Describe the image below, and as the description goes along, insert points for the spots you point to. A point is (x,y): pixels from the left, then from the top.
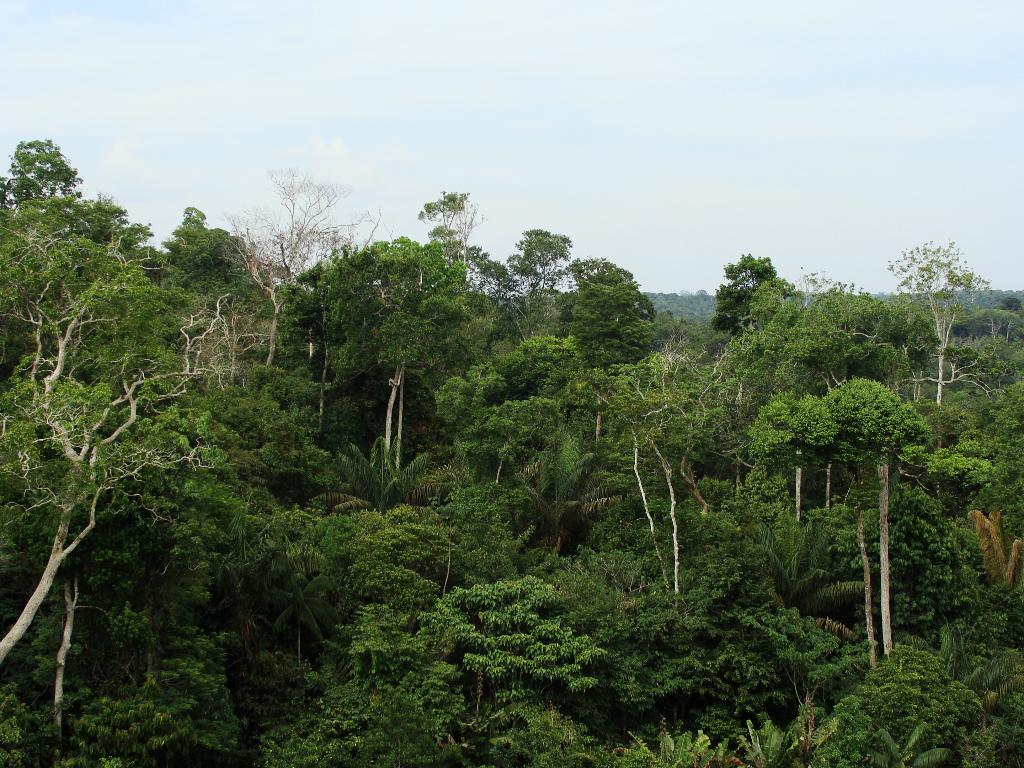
In this image, we can see trees (154,480). At the top (427,193), there is sky (326,122).
